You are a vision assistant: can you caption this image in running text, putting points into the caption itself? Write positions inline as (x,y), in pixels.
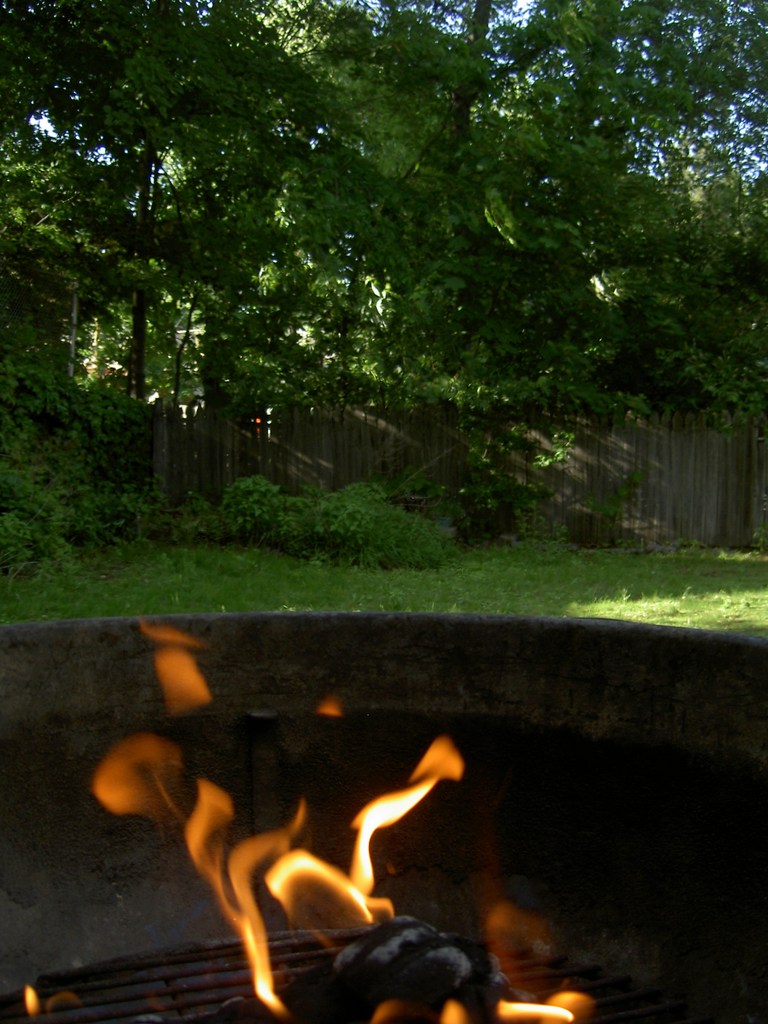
There is a grill (155,864) with fire (364,891). In the back (363,587) there is grass (338,589), plants (404,562) and trees (384,295). Also there is a wooden fencing (578,487).
